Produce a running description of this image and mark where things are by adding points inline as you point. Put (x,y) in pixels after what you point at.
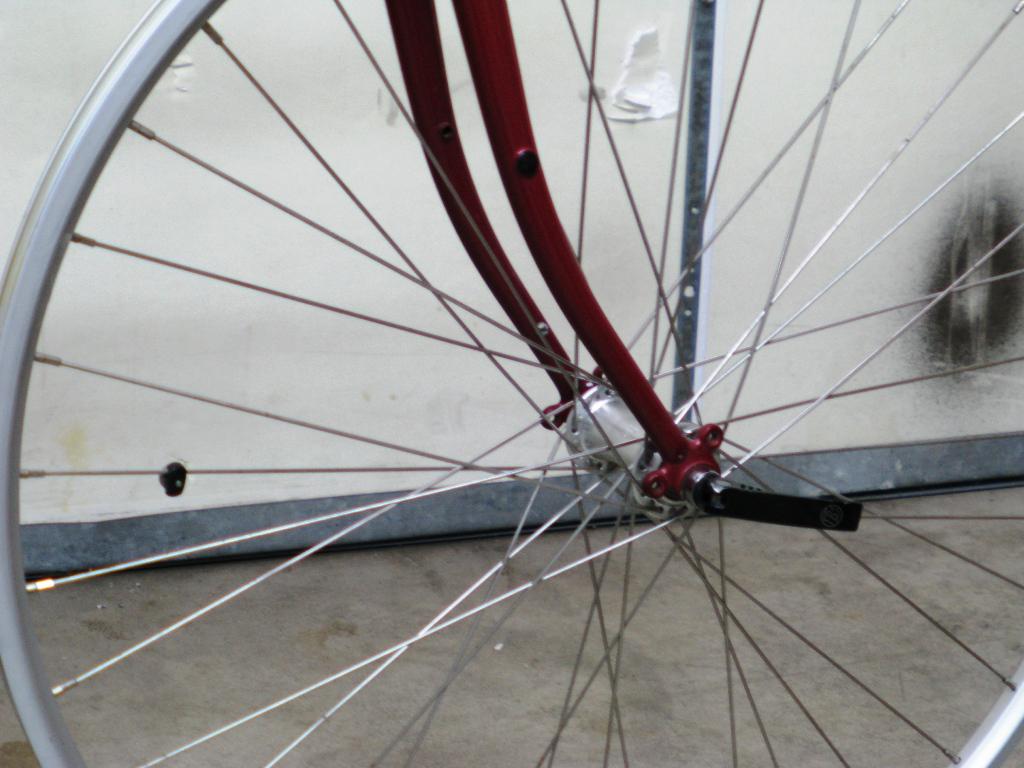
Here we can see a rim (23,733) of a bicycle (545,188) on the ground (423,641). In the background (407,125) we can see a wall (284,197).
